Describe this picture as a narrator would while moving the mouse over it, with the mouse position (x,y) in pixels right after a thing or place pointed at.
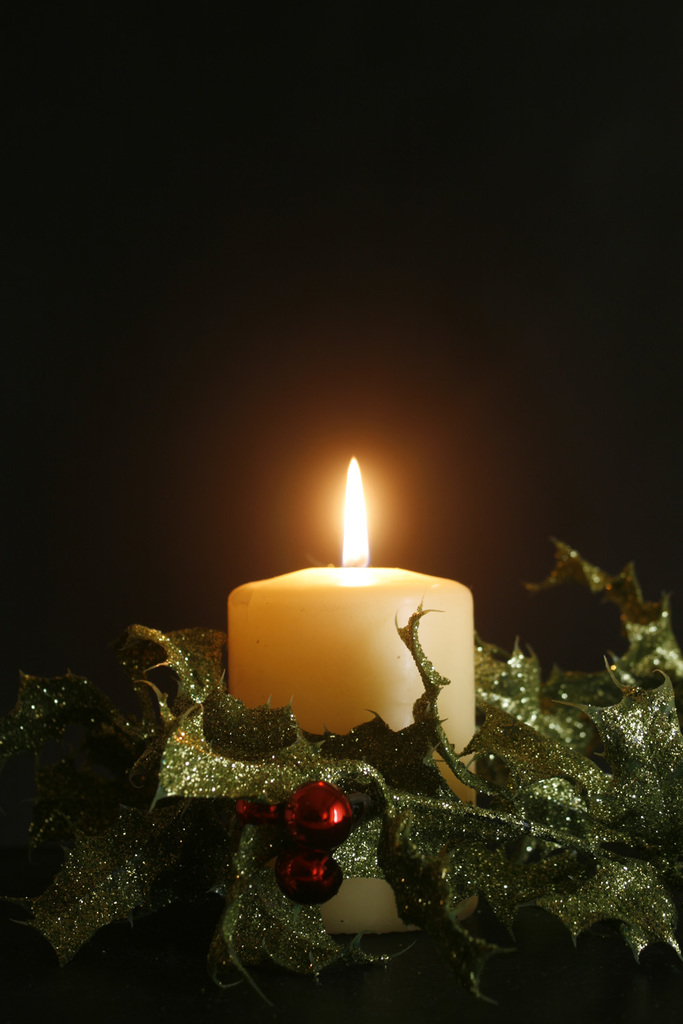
There is a candle (315,625) with light (358,521). Near to that there are decorative items (448,799). In the background (388,187) it is dark.
